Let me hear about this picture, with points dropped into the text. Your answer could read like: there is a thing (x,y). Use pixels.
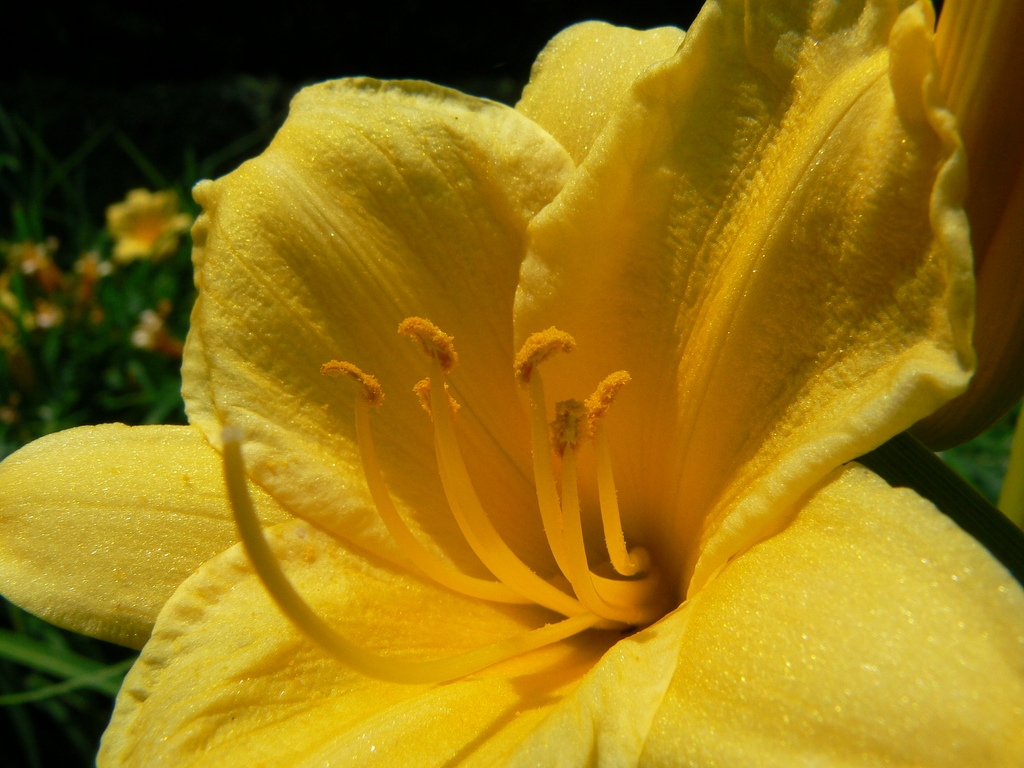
In this picture I can see a yellow color flower (604,673), and in the background (184,282) there are plants (79,288) with yellow flowers (32,251).
